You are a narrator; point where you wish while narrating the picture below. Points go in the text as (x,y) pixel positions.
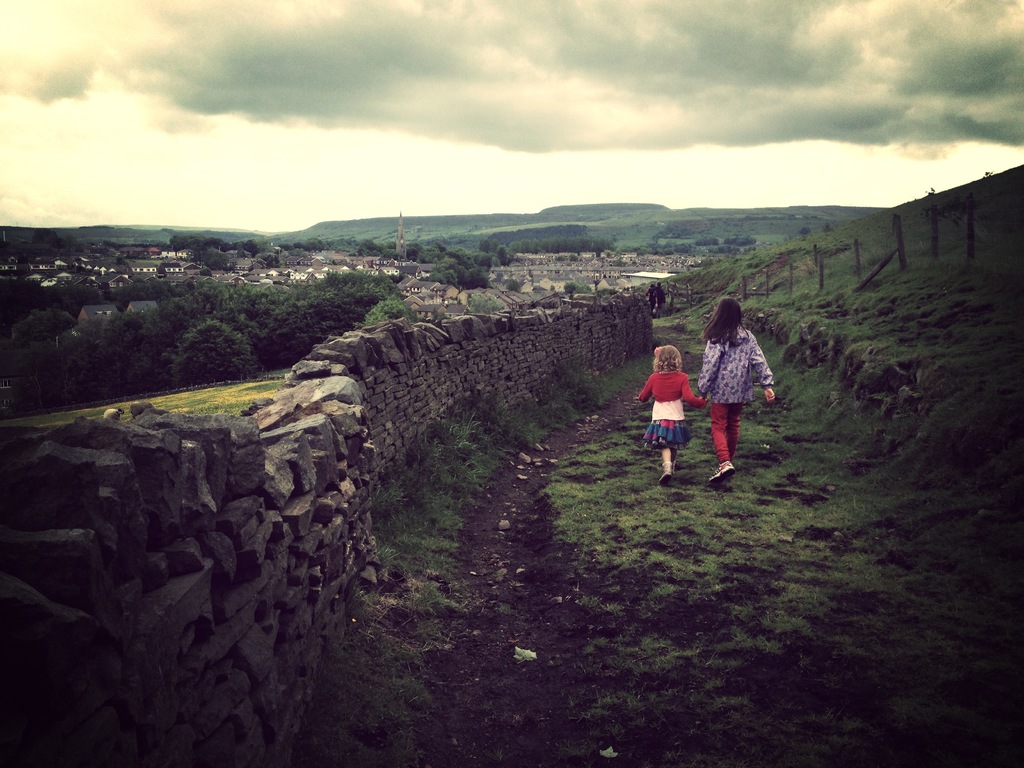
In the center of the image (665,472) we can see two kids (763,372) are walking and we can see they are in different costumes (712,415). In the background (506,70), we can see the sky (760,200), grass (958,202), trees (261,326), buildings (345,271), stones (310,360), fences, two persons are standing, compound wall (648,314) and a few other objects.
